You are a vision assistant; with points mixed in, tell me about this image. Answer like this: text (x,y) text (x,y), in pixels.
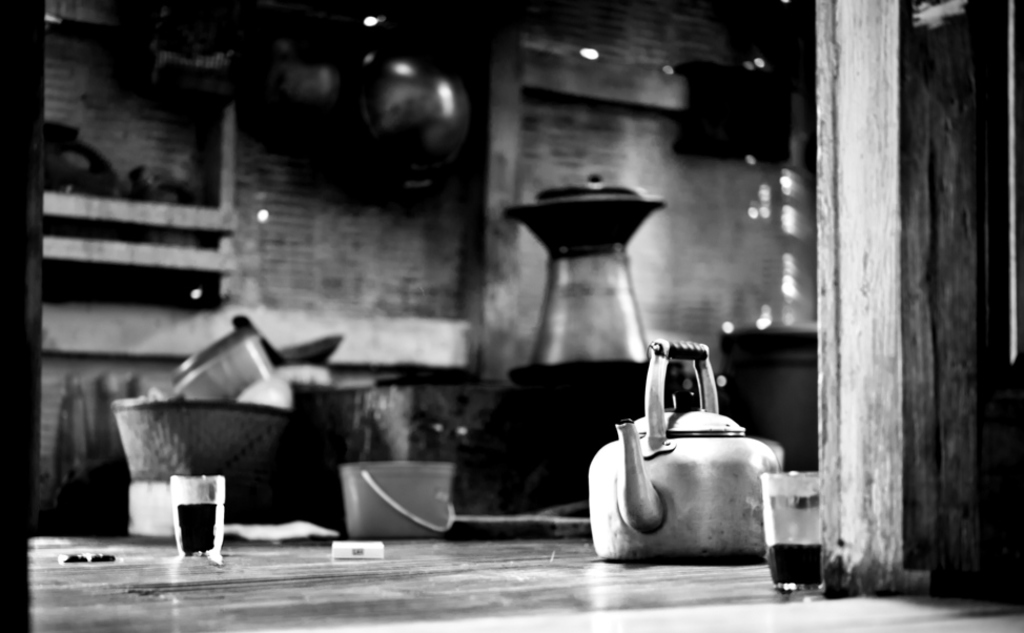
This is a black and white image, we can see some objects (769,502) on the floor (745,593) like a kettle (693,448) and glasses (797,538) with liquid (791,548) in it.
